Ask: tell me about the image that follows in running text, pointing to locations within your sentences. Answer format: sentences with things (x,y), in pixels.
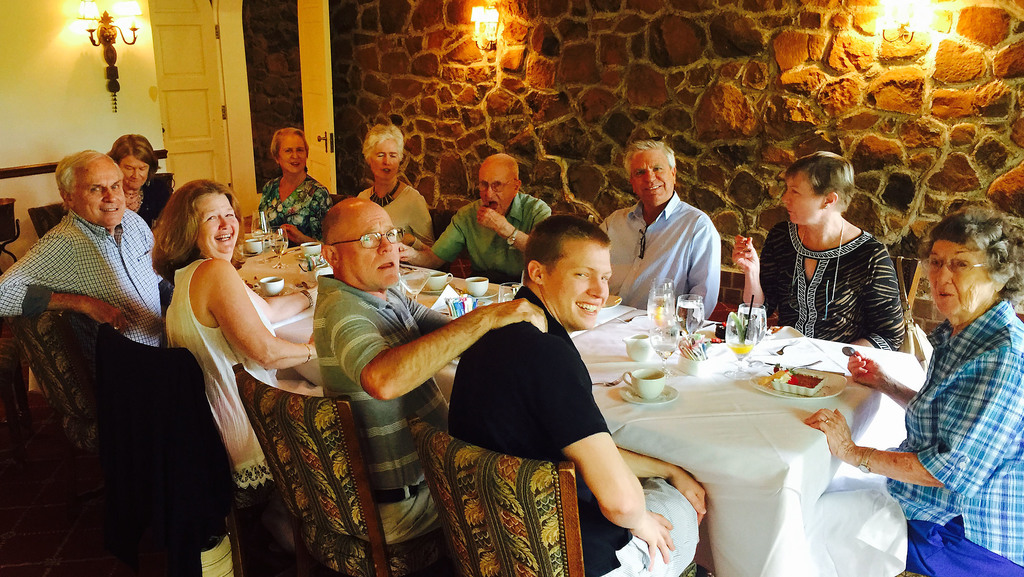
In this image I can see number of persons (440,361) are sitting on chairs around the dining table (730,459) which is white in color. On the table (754,428) I can see few plates (797,396), few cups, few glasses (699,315) and few other objects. In the background (37,123) I can see the wall (28,108), few lamps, the door (194,79) and the wall (523,92) which is made up of rocks (706,80).
